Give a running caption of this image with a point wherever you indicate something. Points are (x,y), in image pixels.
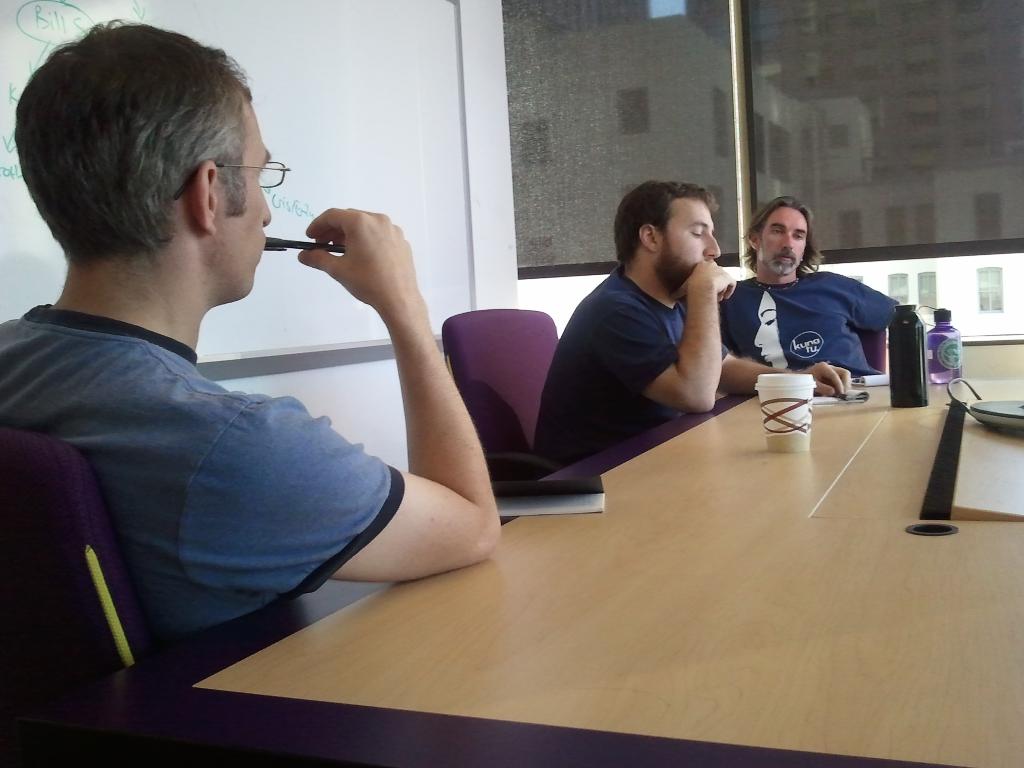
In this image I can see three men (135,390) are sitting on chairs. Here on this table (872,397) I can see few bottles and a cup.
